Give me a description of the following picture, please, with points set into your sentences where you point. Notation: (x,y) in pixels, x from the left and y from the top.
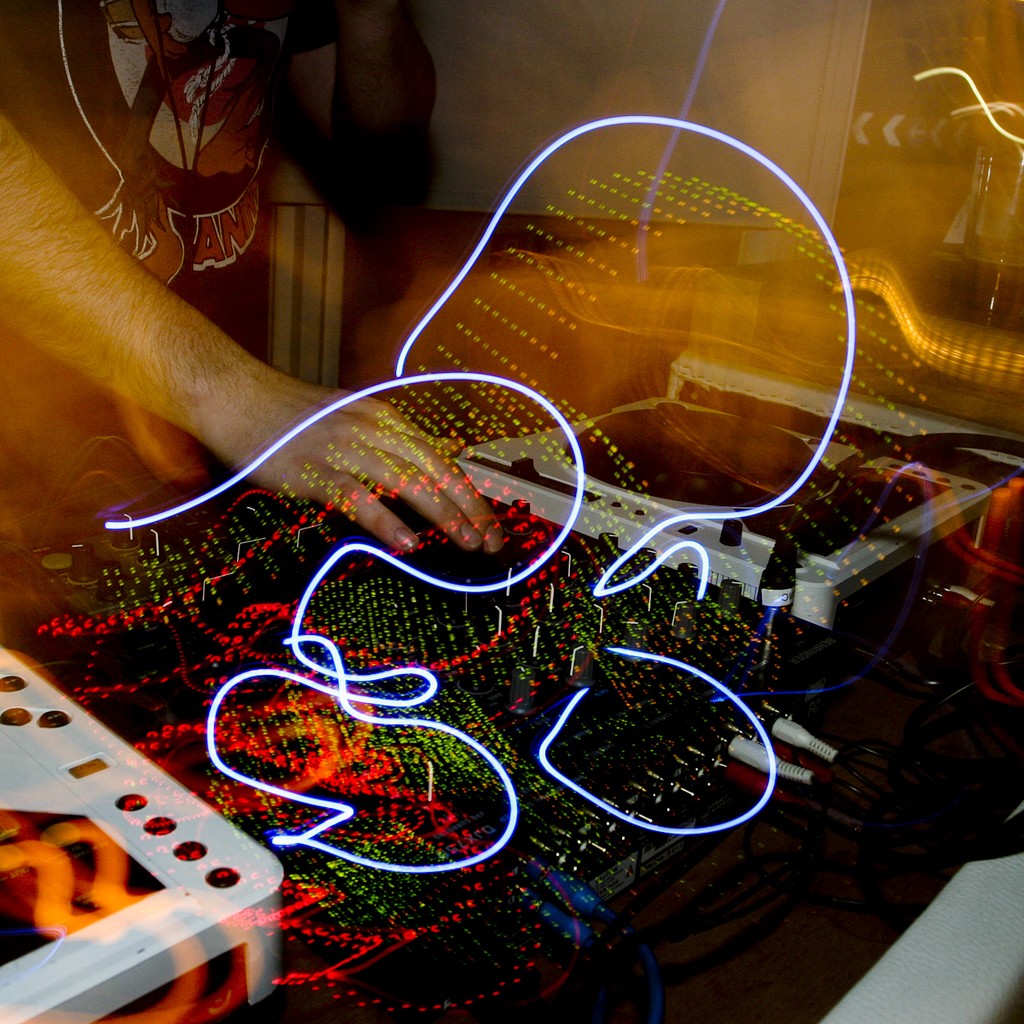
In this image DJ (8,234) is playing the music. In front of him there is a table (718,870) and on top of it there are some objects (590,632).
